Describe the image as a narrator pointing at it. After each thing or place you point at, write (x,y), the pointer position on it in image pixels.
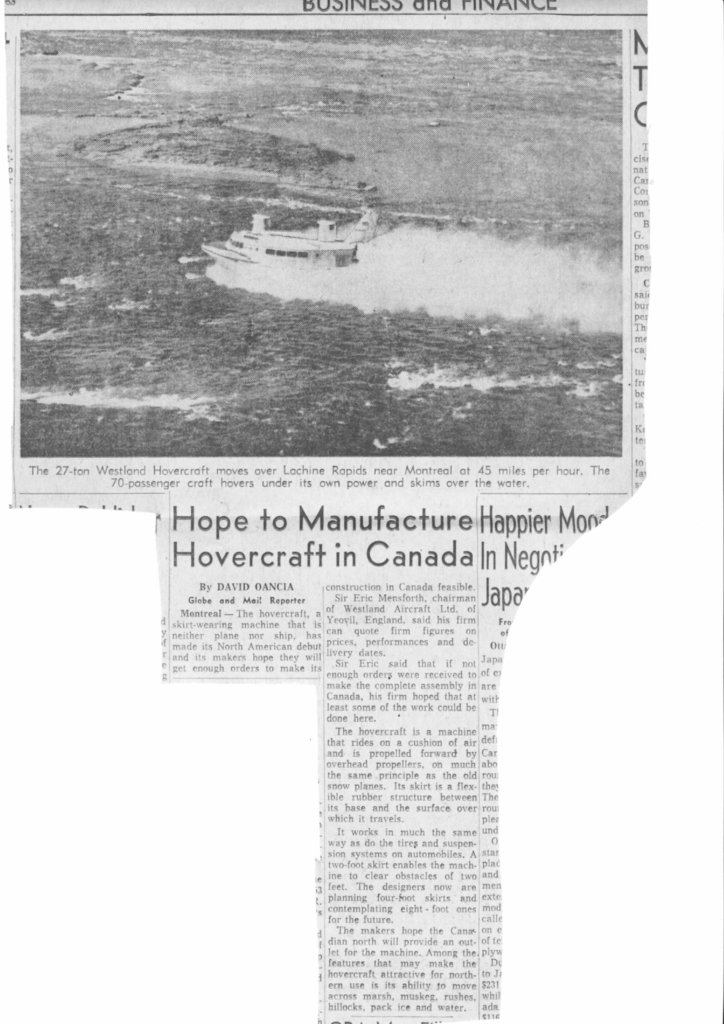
In this picture, there is a newspaper (247,472) with a picture (344,350) and a text (401,608).
